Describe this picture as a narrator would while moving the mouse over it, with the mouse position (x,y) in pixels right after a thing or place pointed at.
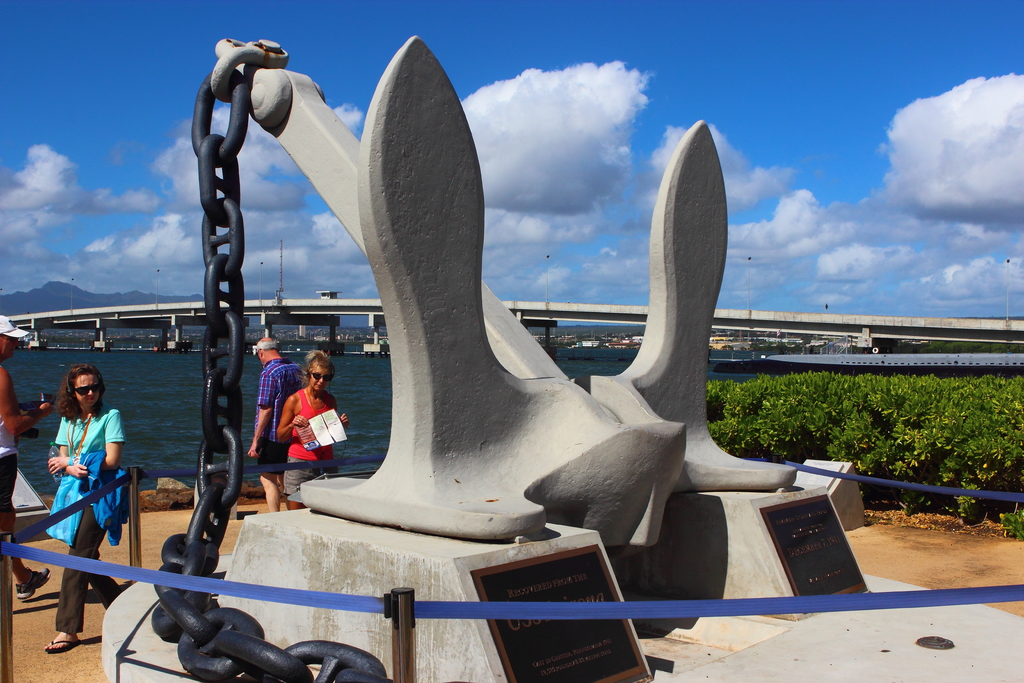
In the center of image (434,344) there is a sculpture (585,500) and we can see people (282,370). On the right (928,441) there are plants (926,434). In the background (129,321) we can see a bridge (366,350), hills (91,301) and sky (628,232). There is water (375,388).
